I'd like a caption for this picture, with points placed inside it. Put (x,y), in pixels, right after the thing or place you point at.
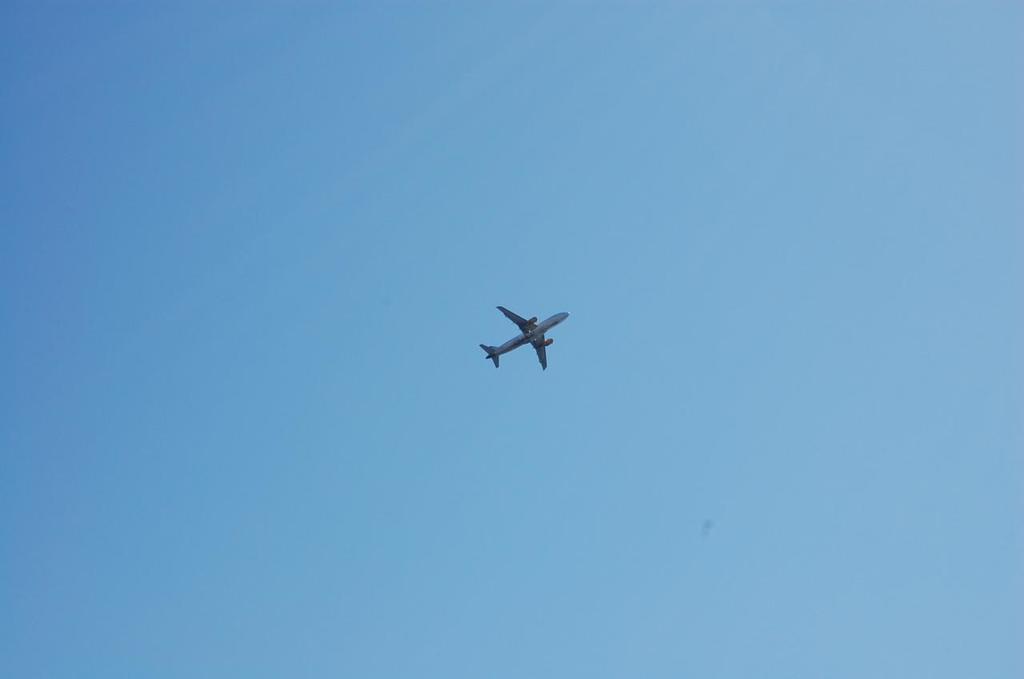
In the middle of this image (543,355), there is an airplane (522,327) flying in the air (517,351). In the background (544,311), there is the blue sky (589,197).
